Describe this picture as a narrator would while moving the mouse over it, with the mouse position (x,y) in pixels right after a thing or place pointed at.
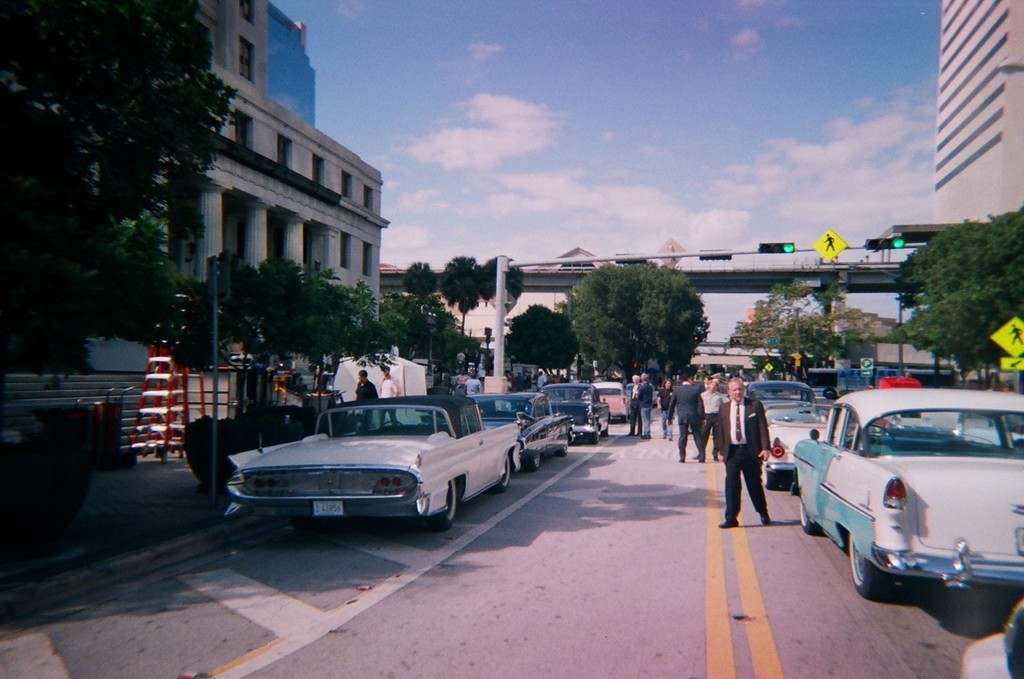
This image is taken outdoors. At the bottom of the image (458,580) there is a road (628,523) and a few cars (857,452) are parked on the road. At the top of the image (461,84) there is a sky (653,207) with clouds (795,179). In the middle of the image (677,257) there is a bridge (776,264), a few signboards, signal lights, trees (680,336) and a few men (728,435) are standing on the road (770,502) and a few are walking on the sidewalk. On the right side of the image (991,316) there is a building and there are a few trees (908,332) and signboards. On the left side of the image (190,179) there are a few buildings (266,243). There are a few boards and trees (219,342).
